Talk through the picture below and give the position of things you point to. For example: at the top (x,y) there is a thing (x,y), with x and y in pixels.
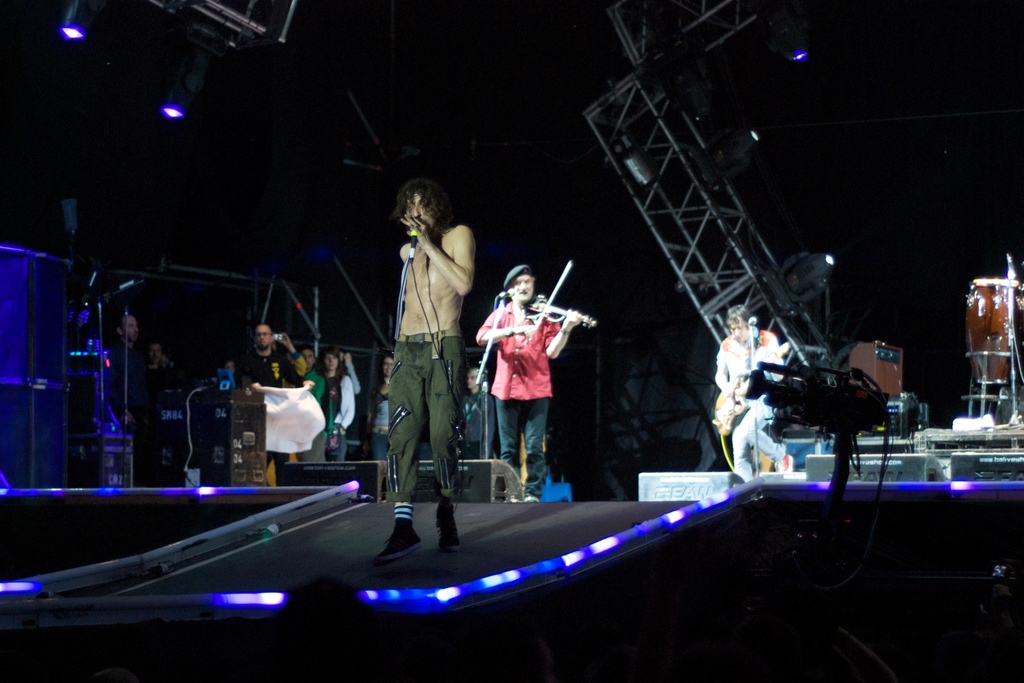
There is a person (437,283) holding a mic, singing and walking on the stage (357,561), on which, there are persons (745,348), some of them are playing musical instruments (1001,314) and remaining are watching and there are other objects (18,297). The background (537,184) is dark in color.
